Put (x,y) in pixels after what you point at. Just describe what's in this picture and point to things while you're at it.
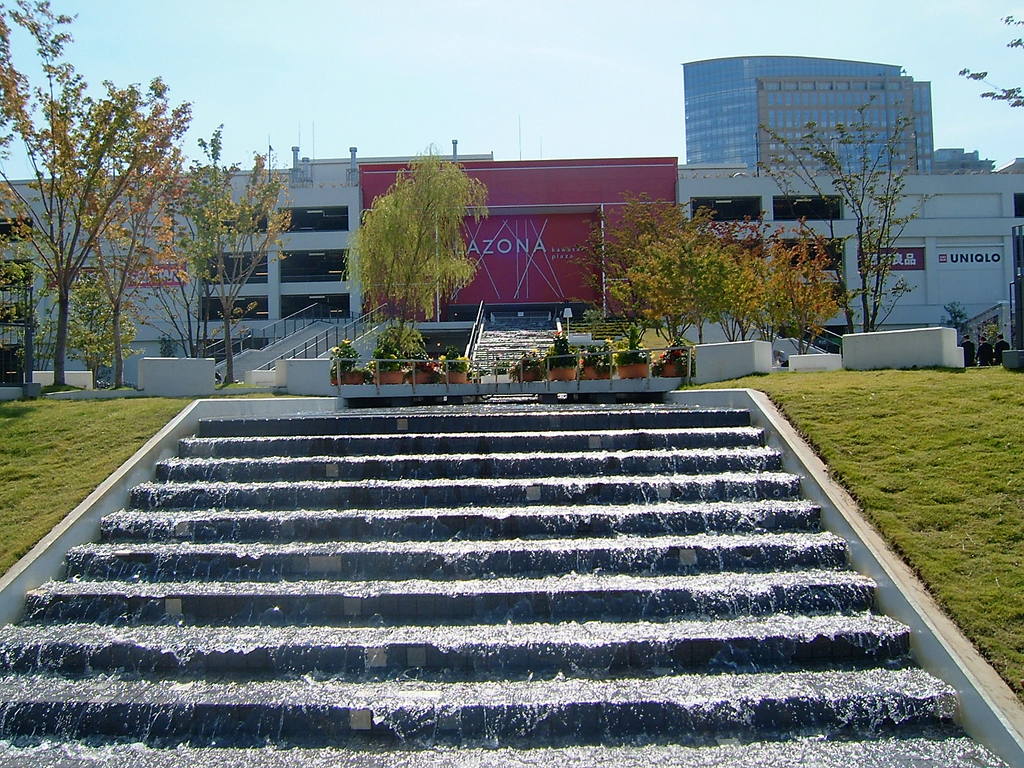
In this image we can see a few buildings (921,176), on the building (961,282) we can see some boards (897,257) with text (911,262), there are some potted plants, staircases (432,451), trees (818,241) and grass (872,381), in the background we can see the sky (664,53).
